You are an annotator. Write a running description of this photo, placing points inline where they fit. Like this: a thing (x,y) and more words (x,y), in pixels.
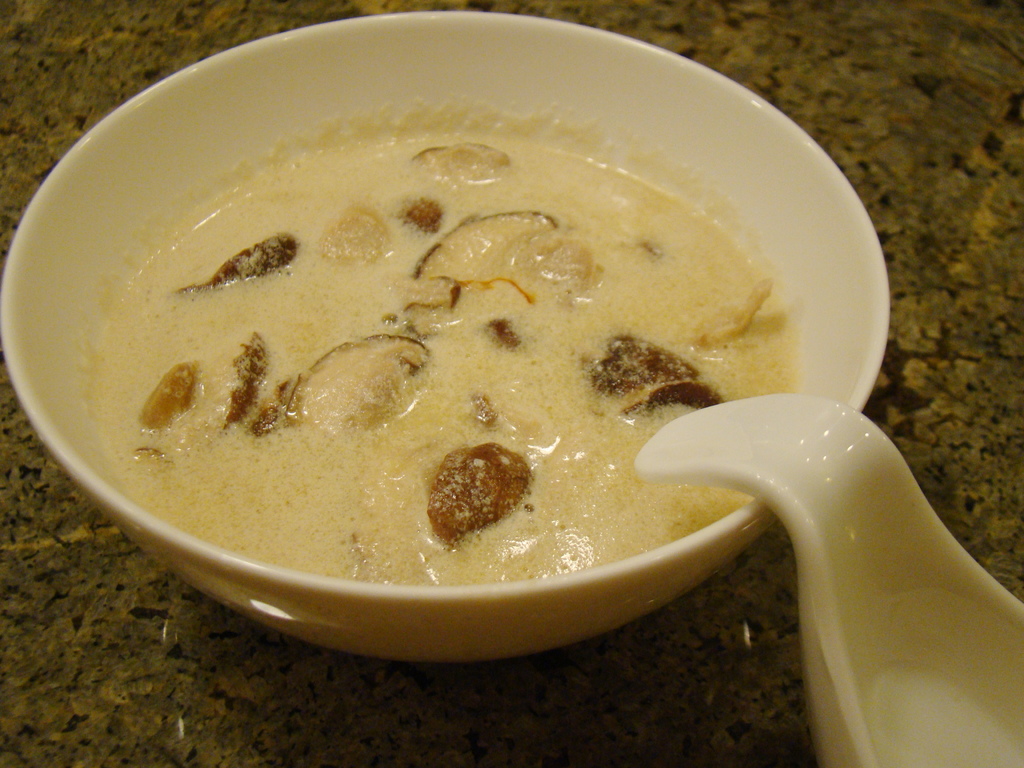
In this image there is a bowl (751,207) in which there is soup (406,418). On the right side (847,530) bottom there is a spoon (870,572) kept beside the bowl (712,548).
